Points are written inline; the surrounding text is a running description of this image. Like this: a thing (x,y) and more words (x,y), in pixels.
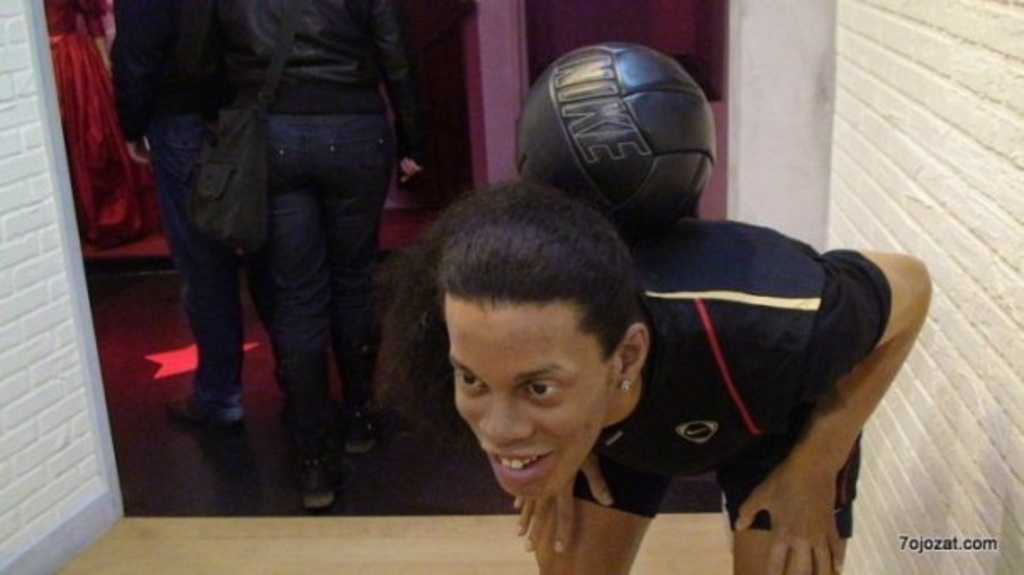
In this image we can see a person (789,441) is bending. On the back of the person (696,303), one black color ball (605,133) is there and the person (704,352) is wearing black t-shirt (714,393) with shorts (753,460). Background of the image (512,32), pink color door (532,35) is there and two more persons (256,91) are there. They are wearing black jackets (260,56) and jeans (262,302). One person (305,284) is carrying a bag (222,174). To the both sides of the image we can see white color brick wall (966,395). At the right bottom of the image (967,542) we can see watermark (938,545).
